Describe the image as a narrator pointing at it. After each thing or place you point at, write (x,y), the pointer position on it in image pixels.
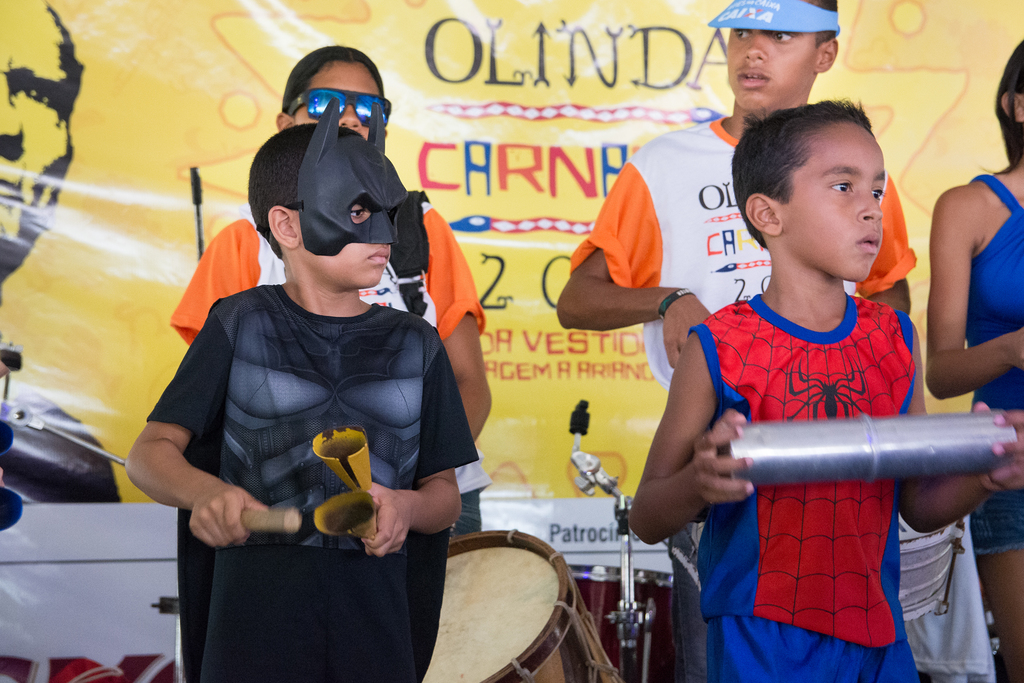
In this picture there are children (208,675) in the center of the image (669,320) and there is a drum (539,615) at the bottom side of the image (482,600), there is a flex (426,92) in the background area of the image (957,142).
